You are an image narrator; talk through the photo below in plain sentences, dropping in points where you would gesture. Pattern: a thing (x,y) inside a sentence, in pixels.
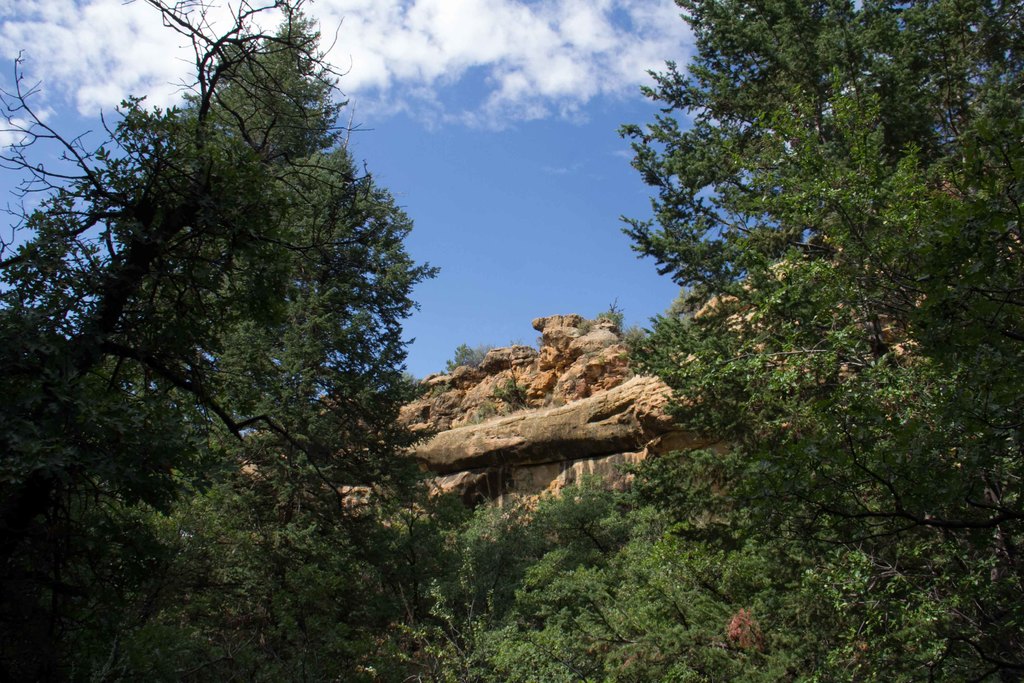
In the image we can see there are trees (744,562), stones (528,418) and the cloudy sky (525,218).
